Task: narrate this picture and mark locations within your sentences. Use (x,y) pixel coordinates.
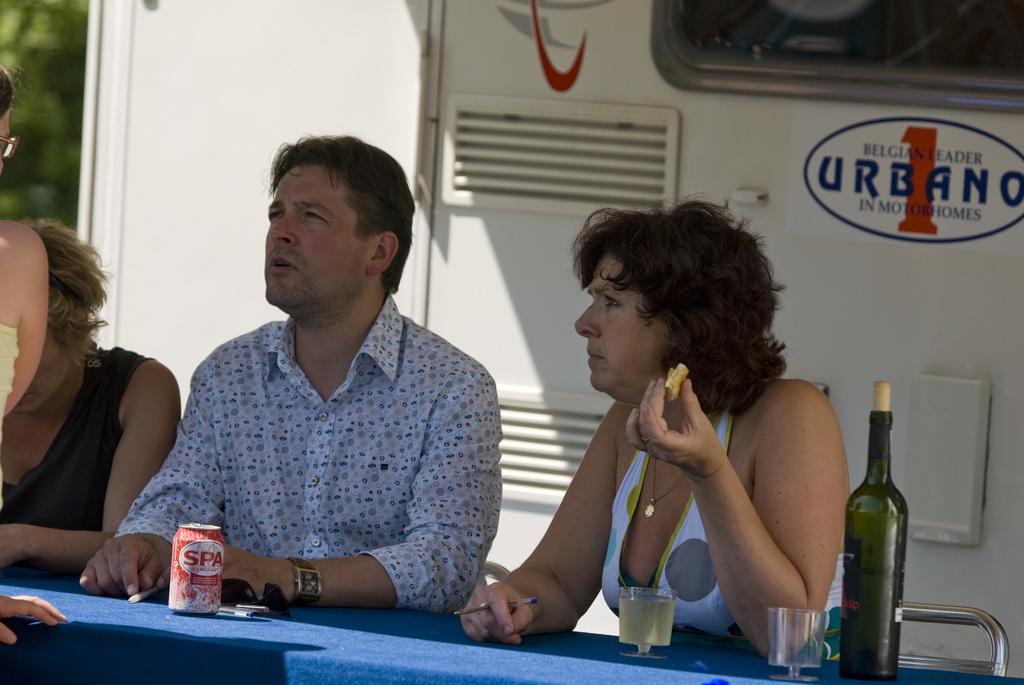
As we can see in the image there are three people (425,447) sitting on chairs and a table (412,614). On table (375,639) there is a bottle (852,637), glasses (642,627) and tin (199,589).
